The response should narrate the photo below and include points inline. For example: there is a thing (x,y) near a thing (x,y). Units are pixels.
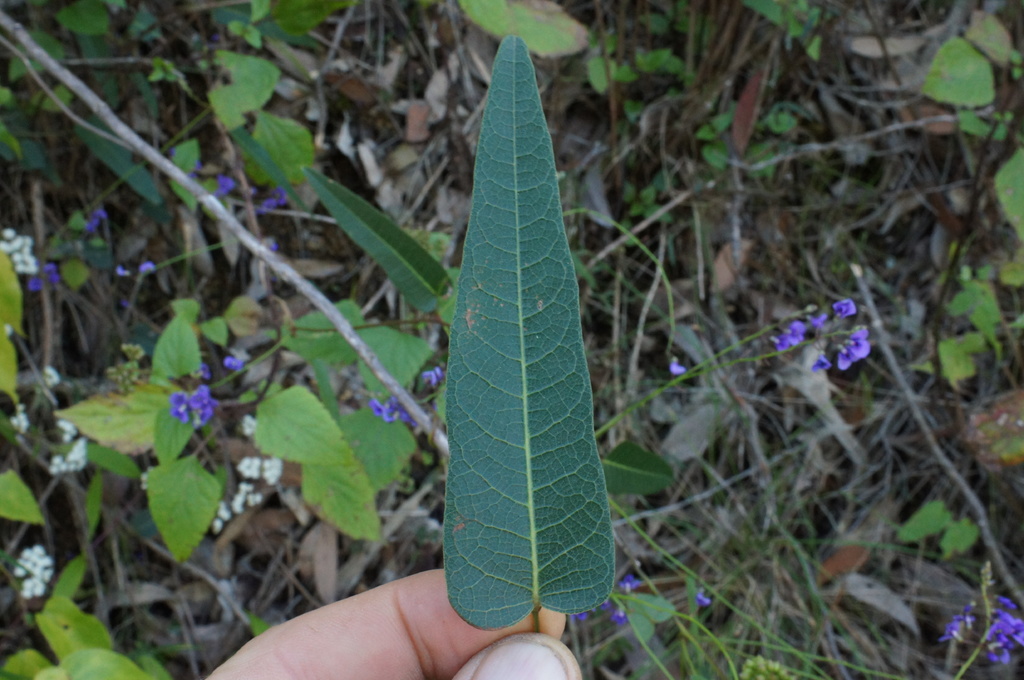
At the bottom of the image (351,602) there is a person hand (451,617) holding a leaf (539,485). Behind the leaf (484,604) there are many leaves (260,414) and branches (441,318). And also there are white and violet flowers (249,465).
